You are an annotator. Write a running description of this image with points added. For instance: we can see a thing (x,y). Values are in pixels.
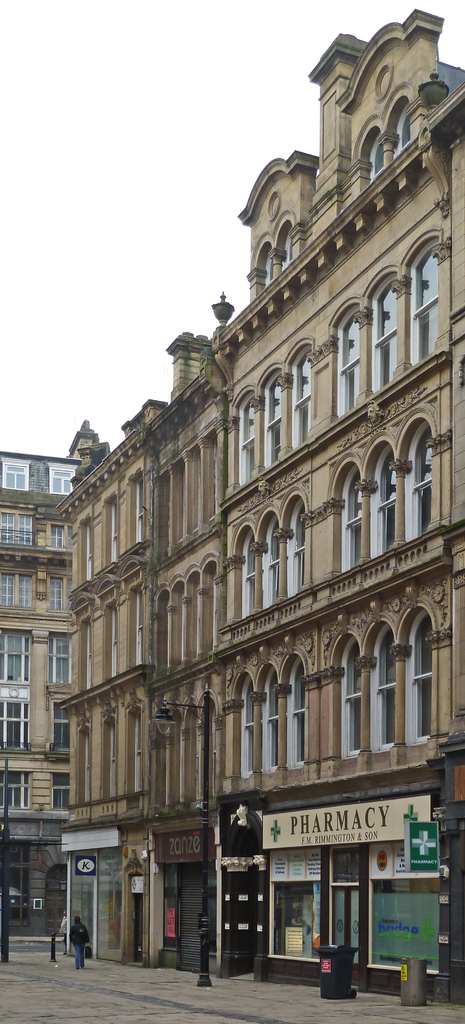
In this image we can see there are buildings (265,754) and stalls (265,839) and we can see there is a person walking on the pavement (136,972).
